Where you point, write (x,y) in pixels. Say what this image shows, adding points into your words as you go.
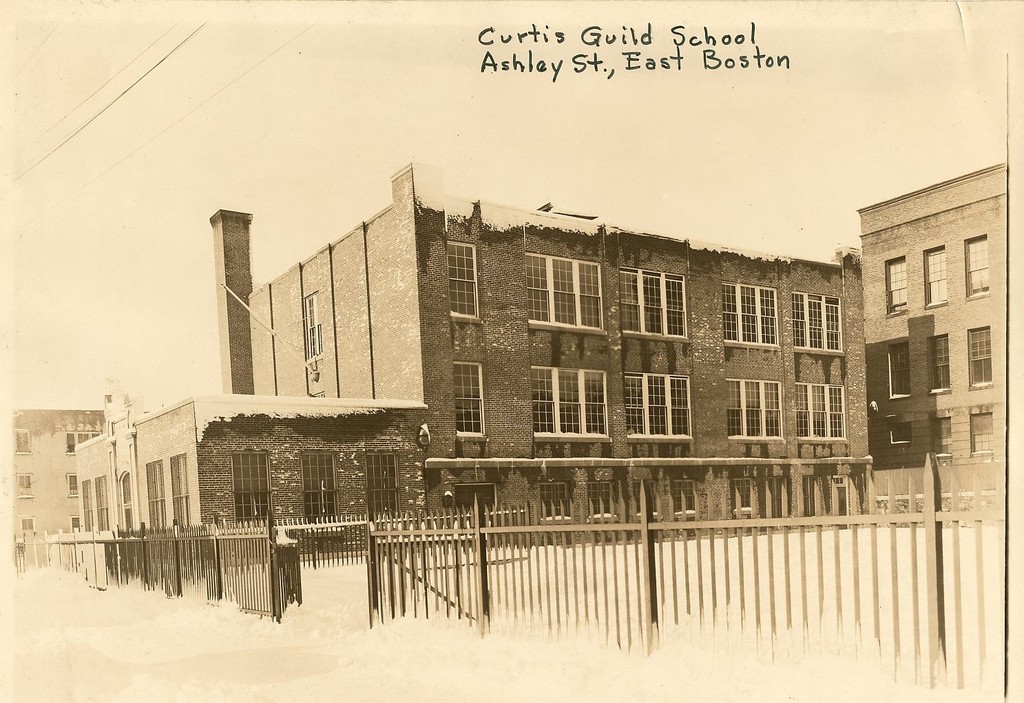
This is an edited image. In the middle of the image (476,371) there are few buildings (581,431). At the bottom (593,587) there is a railing (467,562). In the top left (106,111) there are few wires (104,111). At the top of the image (628,61) I can see some edited text (612,54).
